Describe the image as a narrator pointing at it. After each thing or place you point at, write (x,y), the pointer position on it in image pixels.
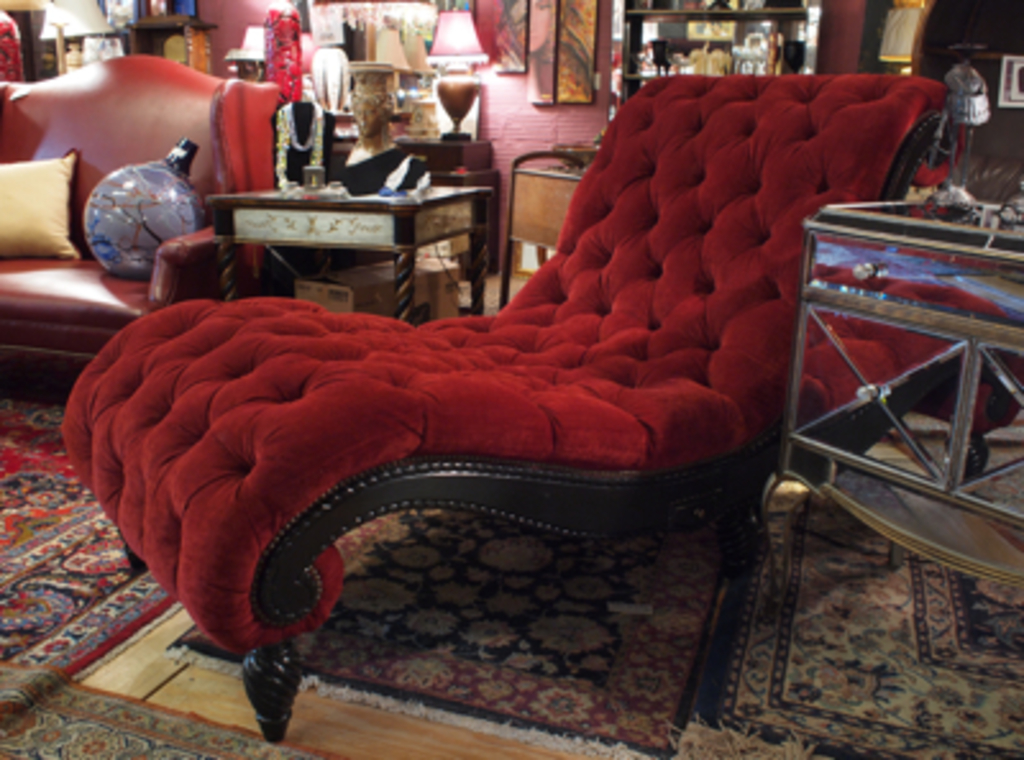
In the center (556,300) we can see chair (637,439). On the back (258,122) we can see couch (60,261), on couch (43,126) pillow (31,201), globe (129,227), wall (540,126), tables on table (425,142) some more objects (428,180), frame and few objects (906,21) around them.
